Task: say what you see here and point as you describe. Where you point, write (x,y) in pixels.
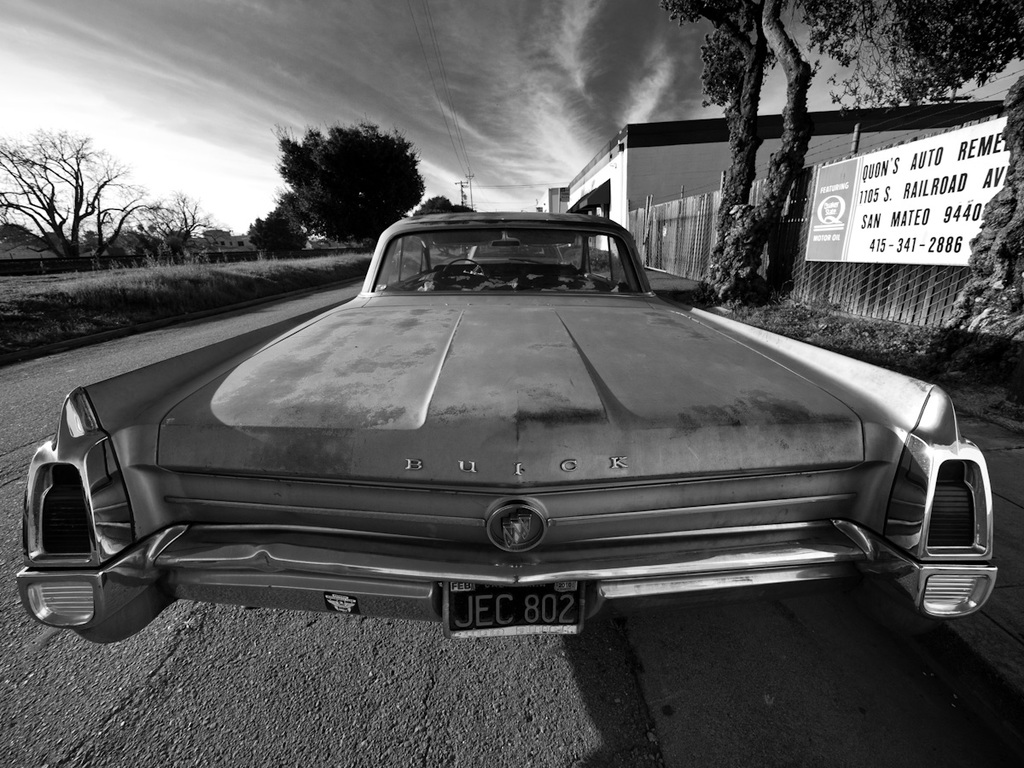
In this image in the center (350,339) there is a car (598,327), and on the right side of the image (747,195) there are buildings (630,182), fence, boards (853,211), trees (744,190). On the left side (170,267) there buildings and plants (190,263), and in the background (462,175) there are poles (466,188) and wires (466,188). At the top (555,89) there is sky (260,136) and at the bottom (302,680) there is road (454,715).
